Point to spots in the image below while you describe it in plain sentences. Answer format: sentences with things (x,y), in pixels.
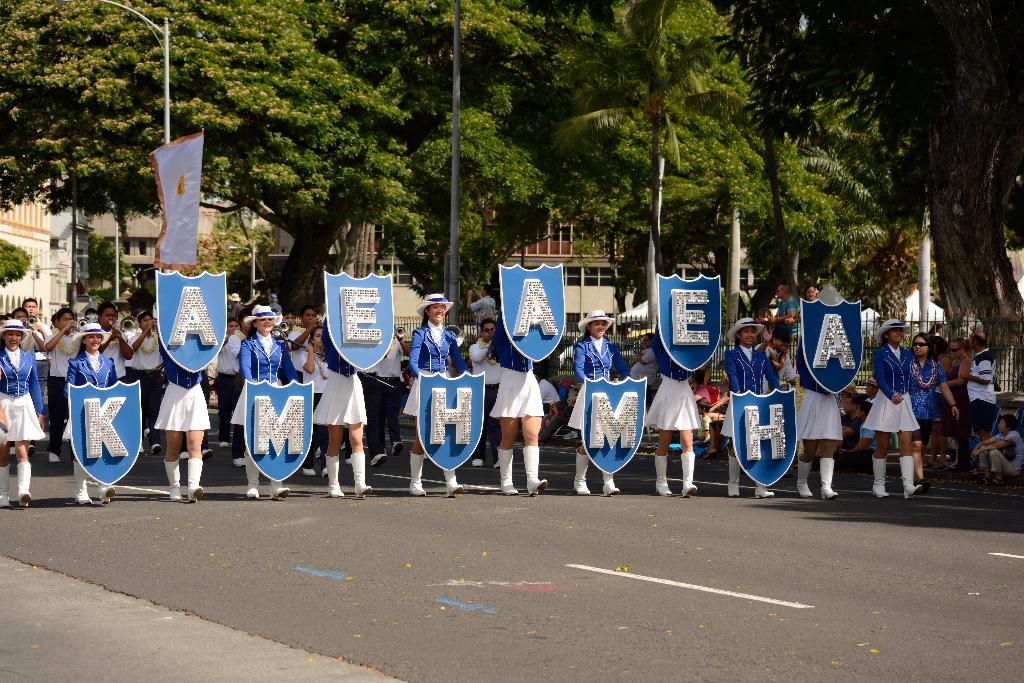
In this picture there are some school girls (28,450) holding the alphabet board (477,393) in the hand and walking on the street (650,565). Behind we can see some trees (393,166).
